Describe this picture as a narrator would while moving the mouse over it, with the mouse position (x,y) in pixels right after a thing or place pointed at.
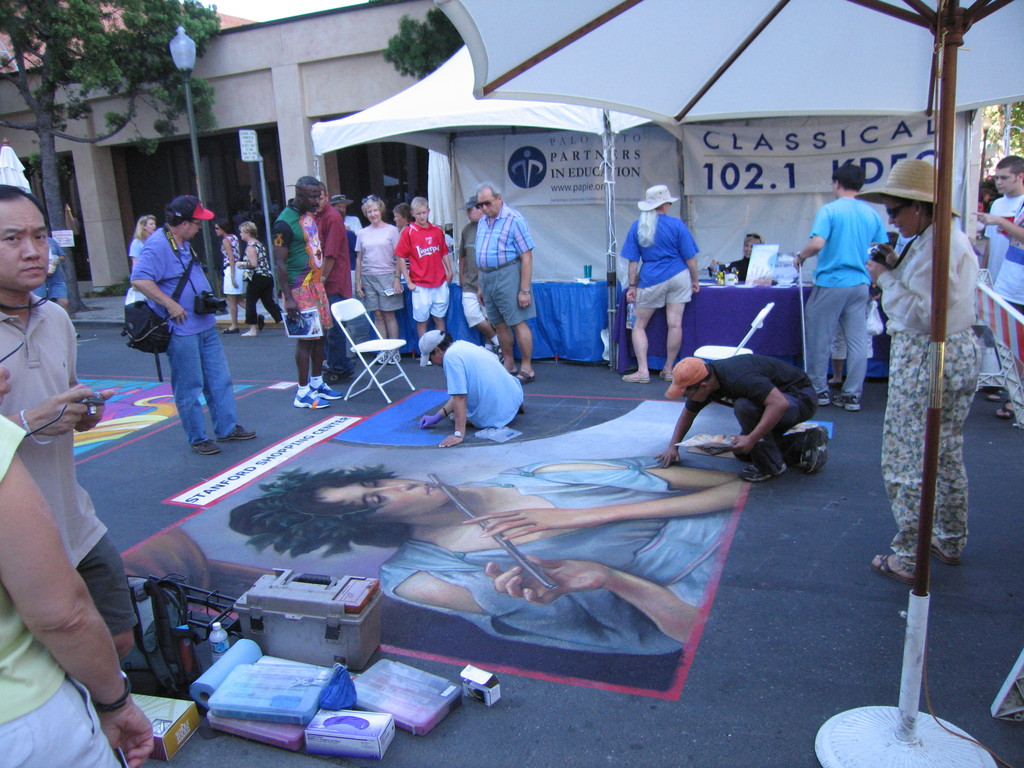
In this image in the center (668,442) there are two persons (752,433) who are painting on the road (151,515), and in the background (381,257) there are a group of people (632,291) some of them are standing and watching the painting (418,563). And one person (193,312) is holding a camera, and on the right side (912,459) there is another person (894,466) who is standing and holding camera (876,256). And in the background (232,126) there are some houses (301,97), tents (365,126) and some stores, poles (189,108), lights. At the bottom (375,700) there are some boxes (275,700) and bottles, on the right side (910,105) there is one pole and tent (785,26).
